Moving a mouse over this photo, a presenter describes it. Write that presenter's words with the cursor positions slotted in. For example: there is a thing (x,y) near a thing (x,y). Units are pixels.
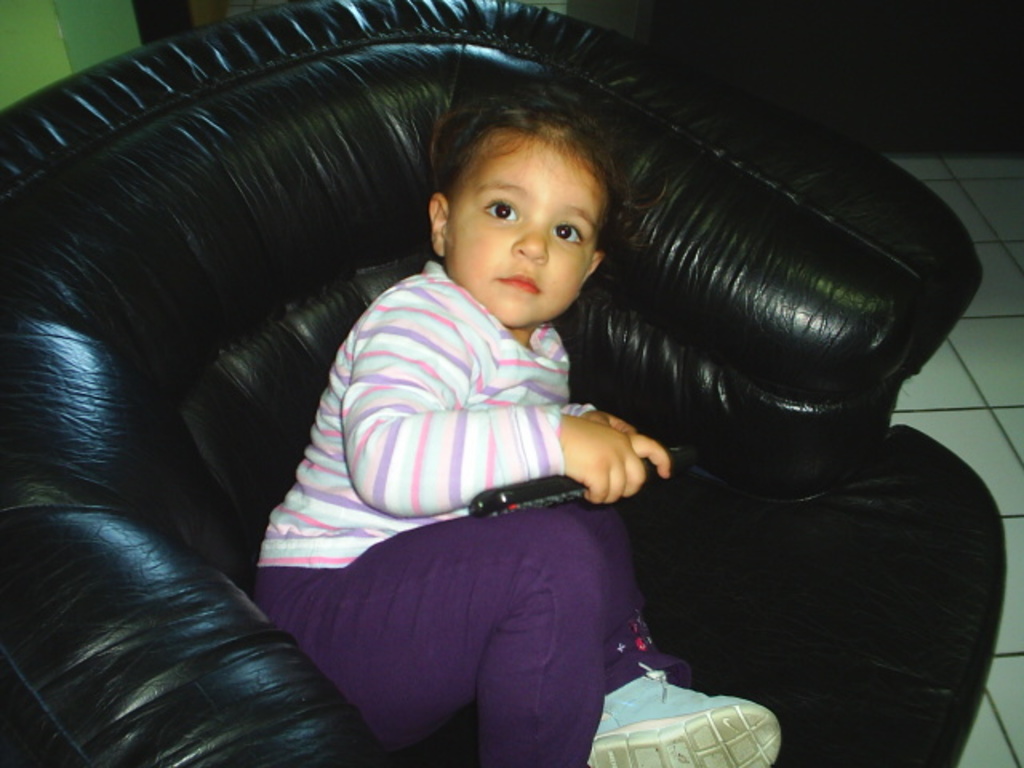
In this picture we have a baby (417,430), she holds remote control (501,489) and she wears shoes (630,739). She is sitting in sofa (669,276) which is black in color and it seems like a house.
